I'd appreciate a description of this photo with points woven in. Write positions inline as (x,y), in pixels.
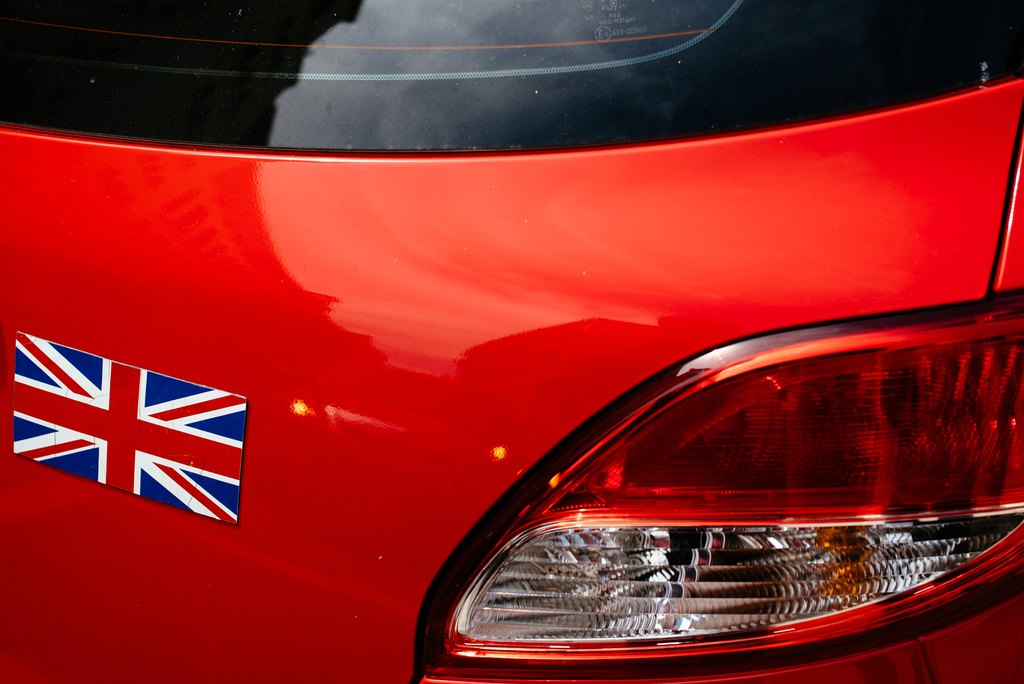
In this image we can see the flag (208,452) on a car (217,522). We can also see a brake light (590,559) and a window (351,72).
